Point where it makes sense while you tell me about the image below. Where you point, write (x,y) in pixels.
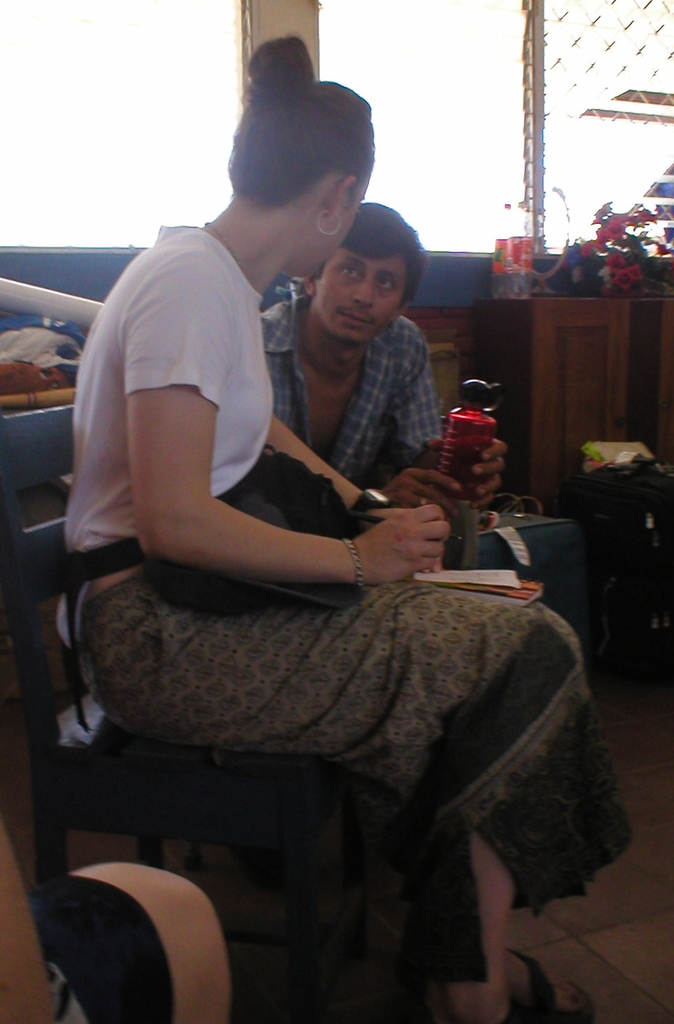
In this image we can see a lady (88,532) sitting on a chair (6,583). She is holding pen (361,518) and some other things (303,513). In the back (368,319) there is a person (375,339) holding bottle (459,426). Also there is a table (520,329). On that there are bottles (518,249), flowers (587,251) and some other items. Also there are few other objects (572,510).
